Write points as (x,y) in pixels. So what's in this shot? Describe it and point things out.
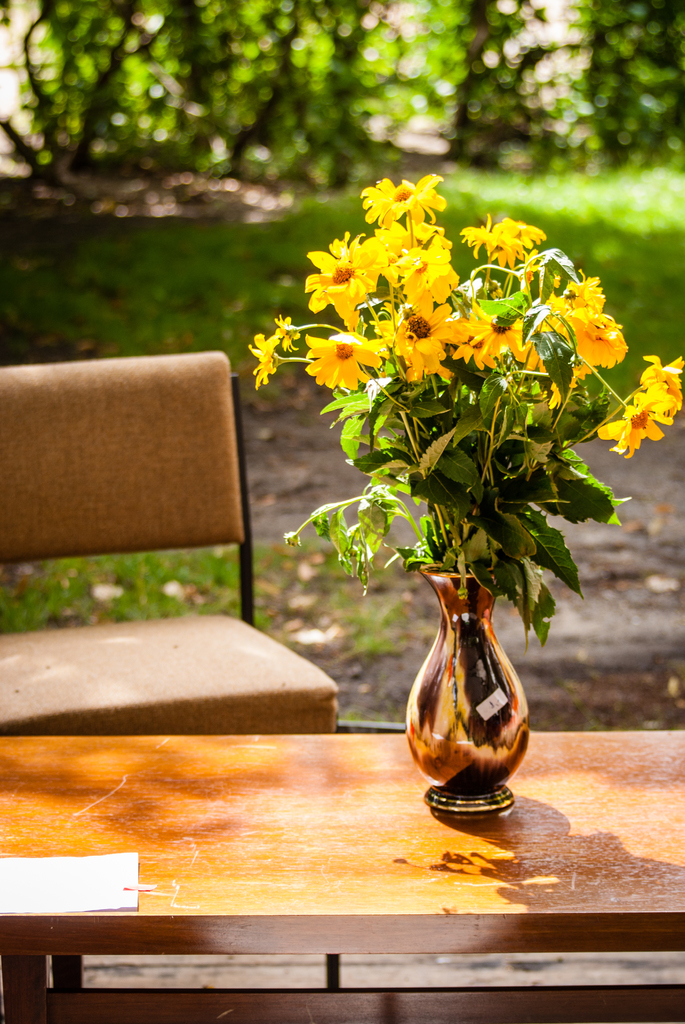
In this image I can see a table (302,864) on which there is a paper (21,896), a flower vase (425,757) with flowers (487,455) in it, and I can see the chair (172,680) in front of the table (242,770). In the background (71,615) I can see the ground (276,476), the grass (226,329) and few trees (314,151).
